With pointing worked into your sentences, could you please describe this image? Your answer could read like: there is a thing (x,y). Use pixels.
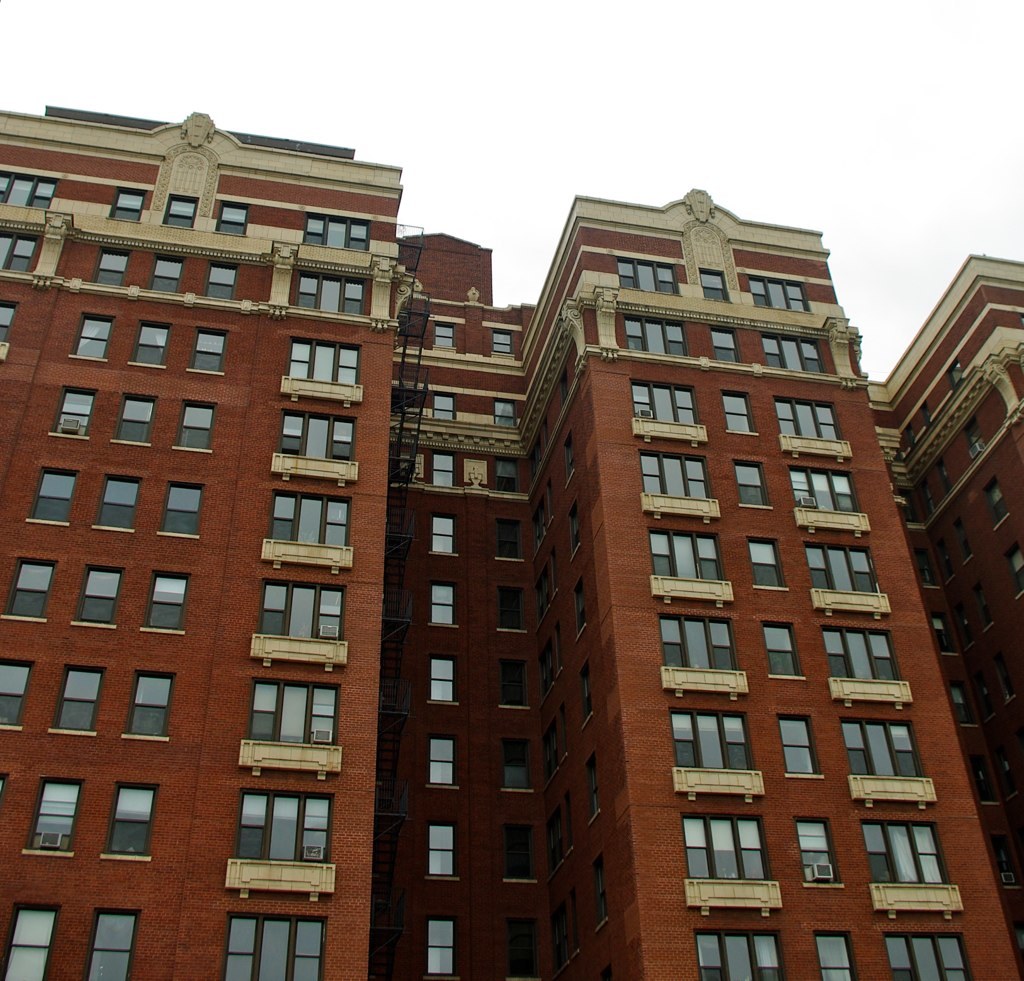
In the center of the image (526,612) there are buildings (784,529). At the top (628,119) there is sky (423,94).
